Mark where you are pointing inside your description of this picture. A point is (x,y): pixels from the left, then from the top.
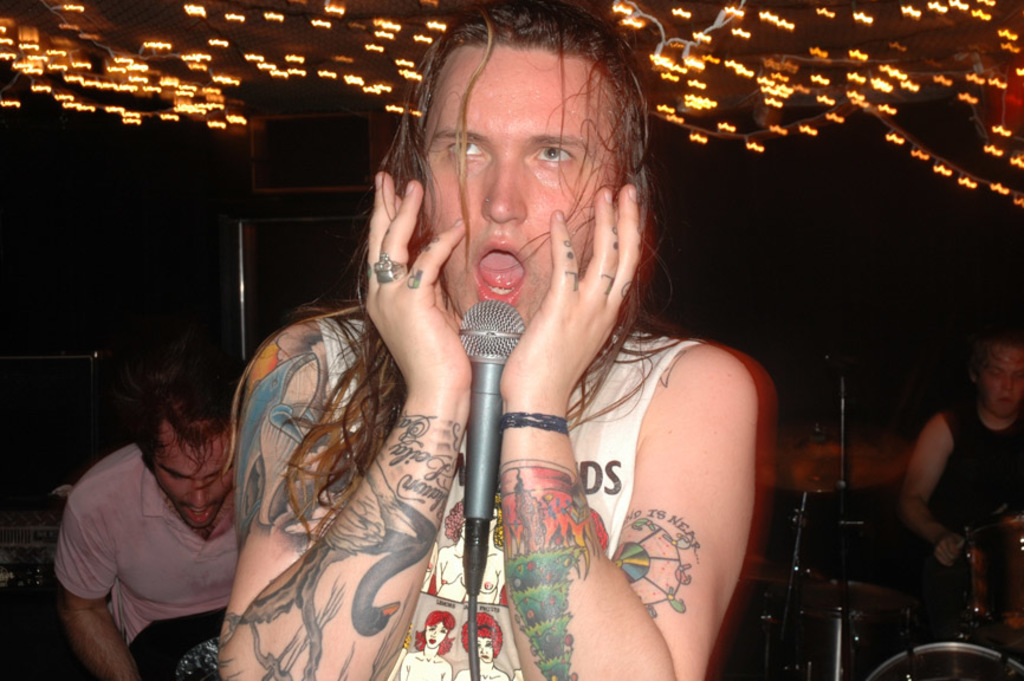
In the middle of the picture (643,440) there is a person (650,432) with white t-shirt (615,418) standing and holding a mic (488,382) in his hand (534,364). To his hands (375,495) there are many tattoos (545,553). And to the right side (915,474) there is a man (990,462) sitting with black dress (981,454) and playing drums (979,570). And to the left side (133,547) there is a man (159,541) with pink t-shirt (170,550). On the top (767,78) there are lights (698,97).
